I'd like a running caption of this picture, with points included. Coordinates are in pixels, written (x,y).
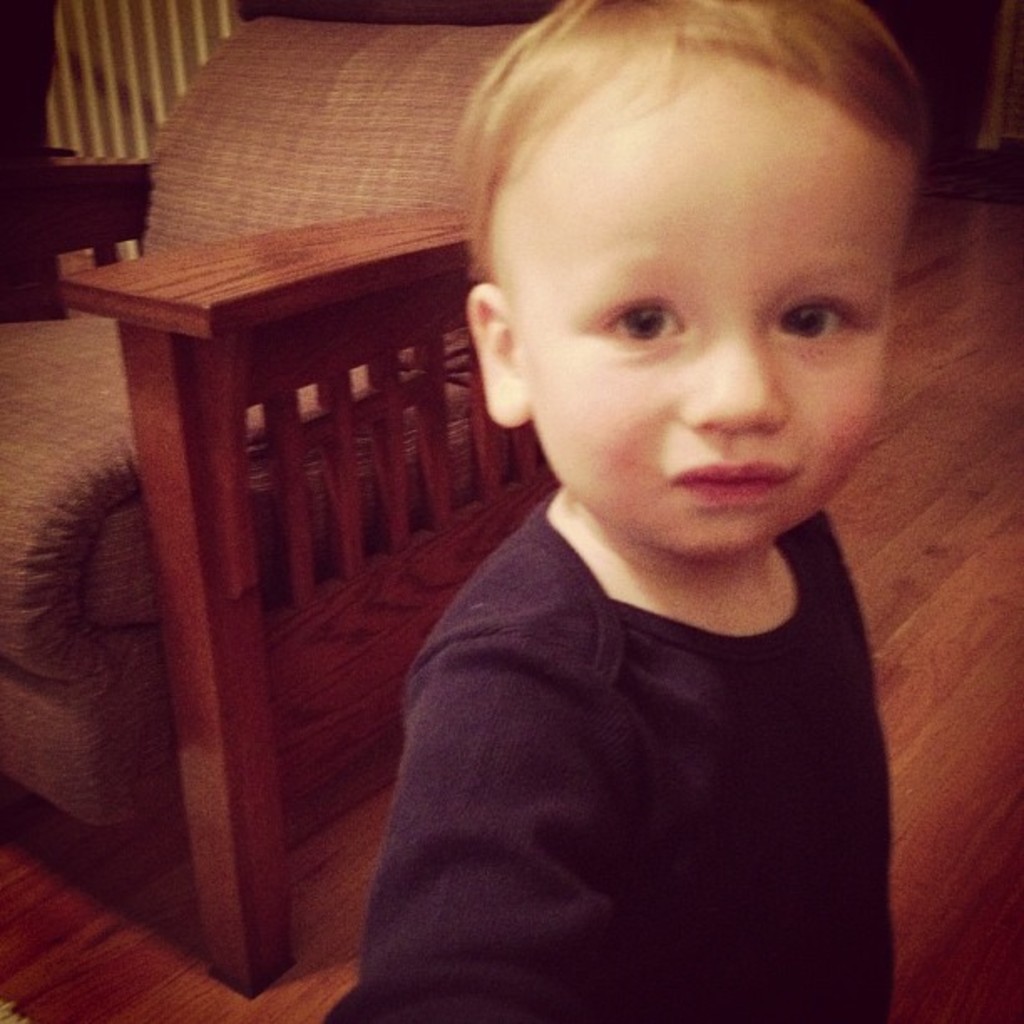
This kid (729,300) is highlighted in this picture. This kid (762,132) wore black t-shirt (649,751). Backside of this kid (691,370) there is a chair (274,357).
